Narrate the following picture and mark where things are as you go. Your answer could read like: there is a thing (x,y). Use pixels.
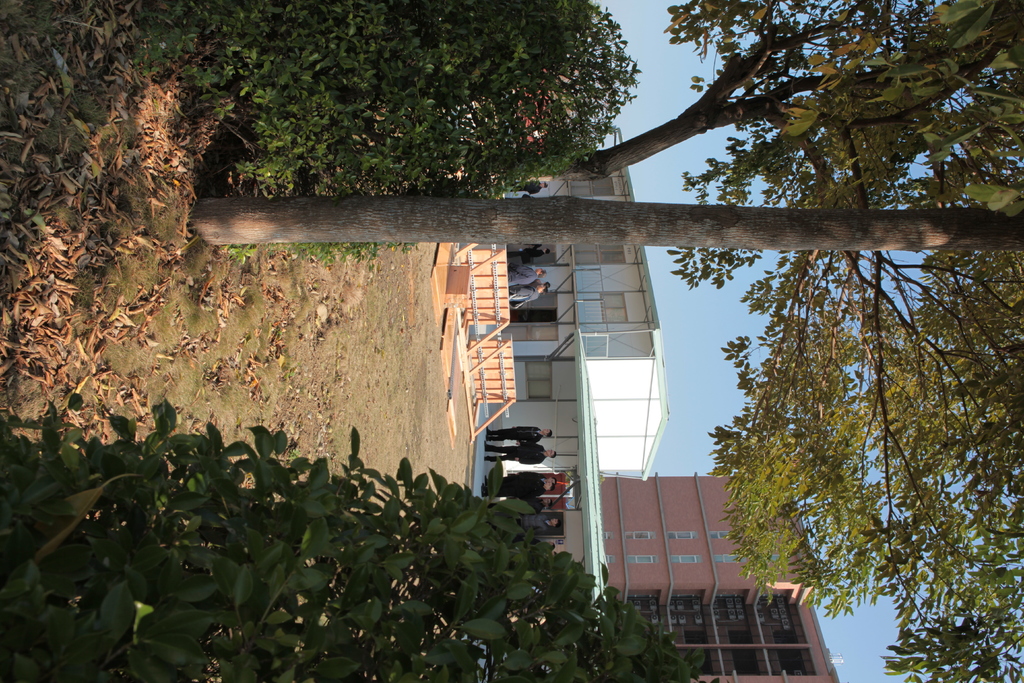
This image consists of buildings (628,271) in the middle (631,350). There are trees (825,408) and bushes (244,462) in the middle (614,231). There are some persons (543,475) standing in the middle (519,251).
